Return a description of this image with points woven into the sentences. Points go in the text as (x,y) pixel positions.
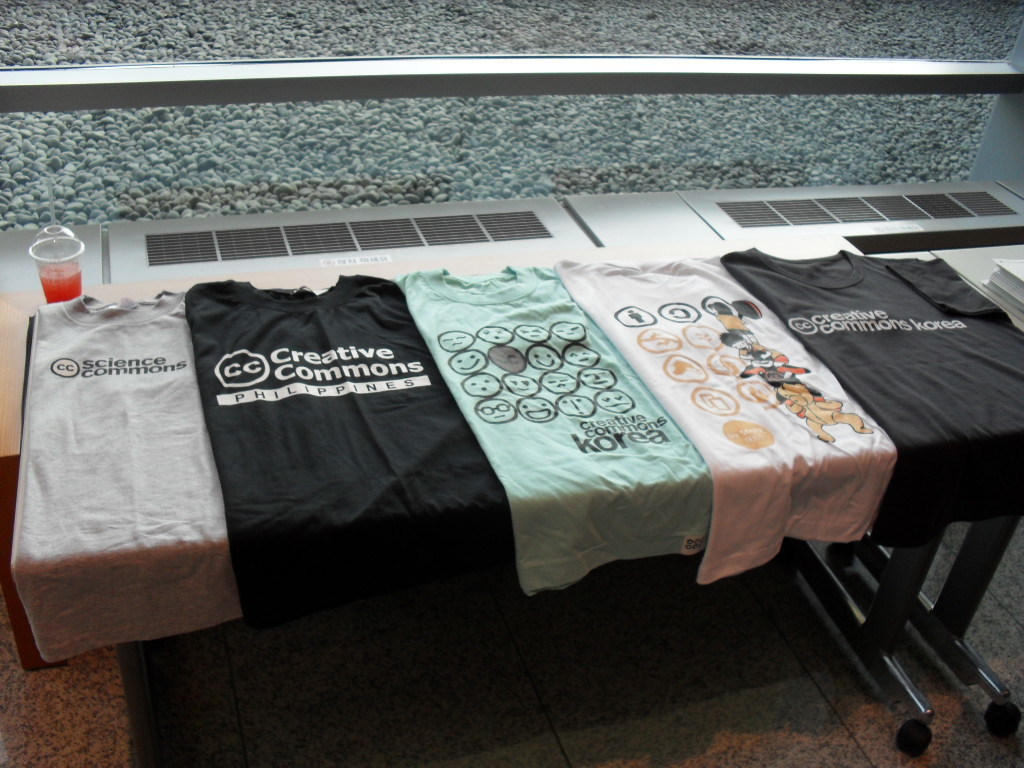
In this image there are a few clothes (447,422) arranged on a table (7,413) and there is a drink (57,260). In the background (425,9) there is a surface (469,49) of the rocks (463,98).
